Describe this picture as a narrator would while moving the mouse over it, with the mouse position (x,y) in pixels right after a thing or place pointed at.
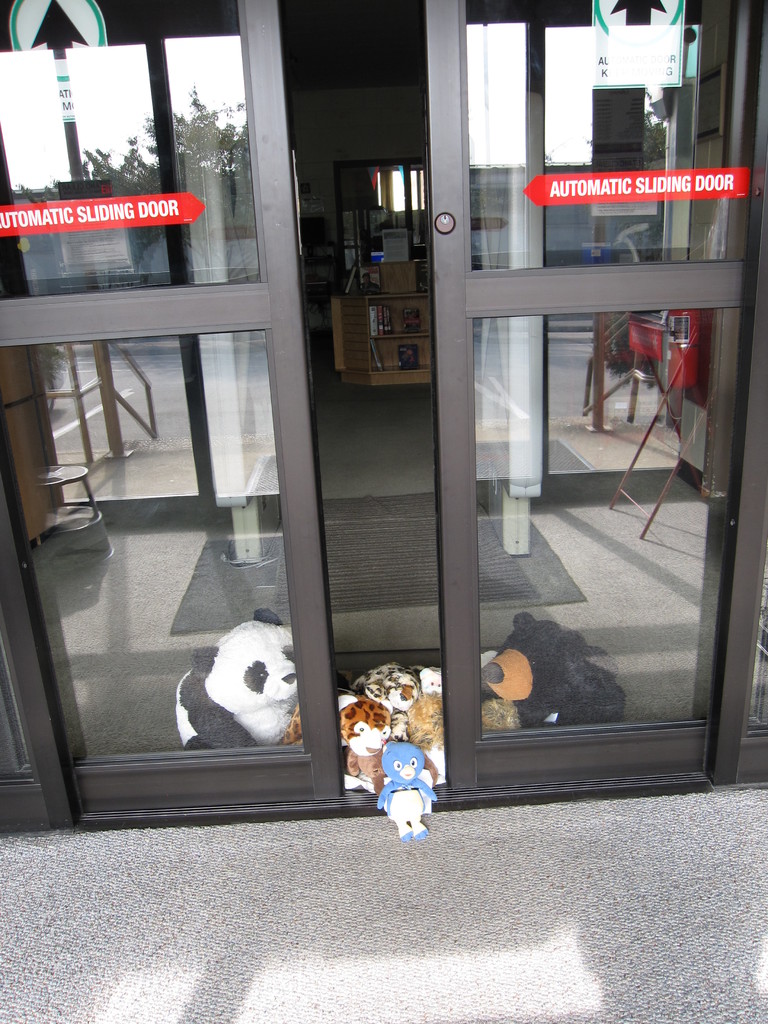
In this image there is a glass door (281,447) as we can see in middle of this image (376,376) and there is a table (376,337) in middle of this image (390,381). There are some dolls (418,789) are kept on the floor (395,646) at bottom of this image (401,716).
